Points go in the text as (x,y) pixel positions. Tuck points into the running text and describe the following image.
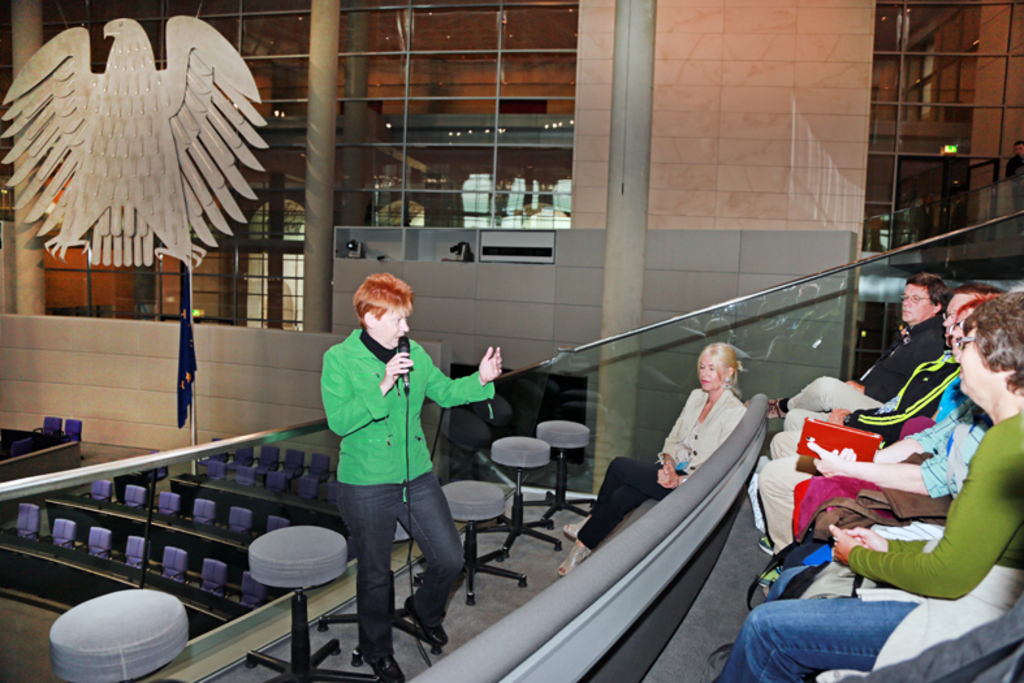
In this image we can see a woman (409,511) standing on the floor (480,584) and holding a mic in the hands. In addition to this we can see building (244,262) and people (883,382) sitting on the chairs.
